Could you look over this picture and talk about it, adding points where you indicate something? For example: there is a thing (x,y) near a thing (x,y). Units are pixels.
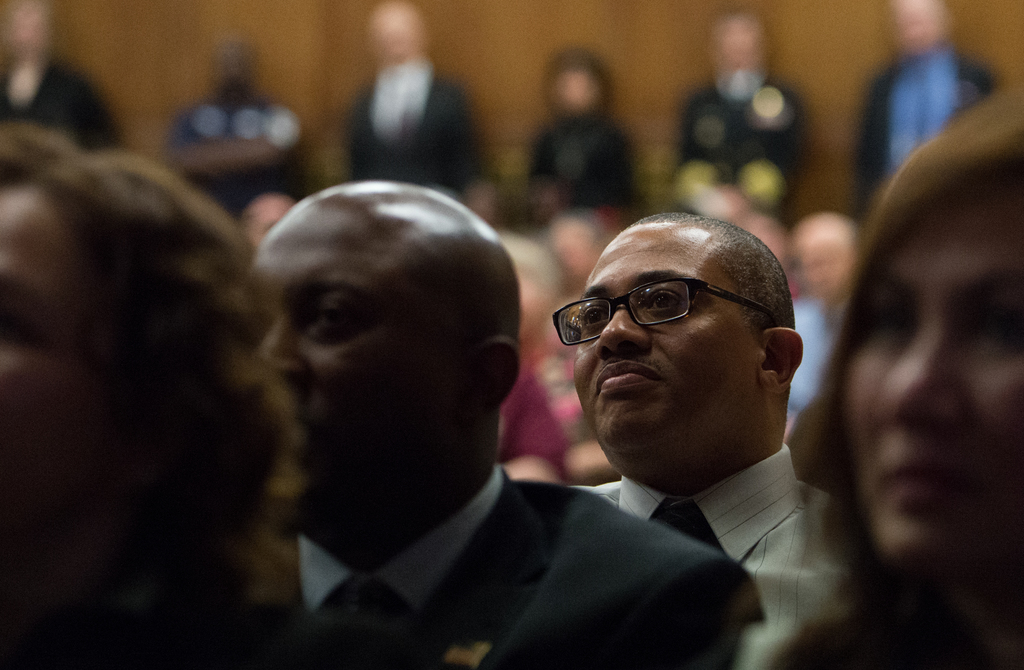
In this image we can see a few people (368,221), some of them are standing, and the background (618,37) is blurred.
